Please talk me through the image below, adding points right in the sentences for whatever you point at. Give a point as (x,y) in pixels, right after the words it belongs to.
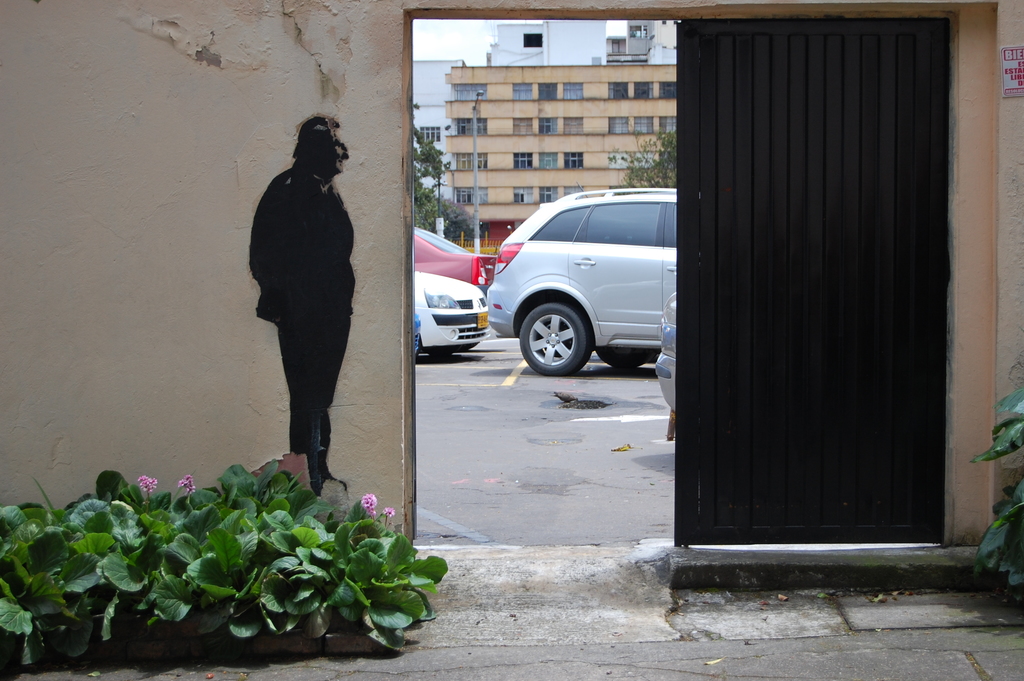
In the center of the image (538,306) there is a door (822,381) and we can see buildings (486,178), cars (620,332), road (589,477) through the door (840,388). There is a painting (312,454). At the bottom (293,553) there are plants (208,581).
